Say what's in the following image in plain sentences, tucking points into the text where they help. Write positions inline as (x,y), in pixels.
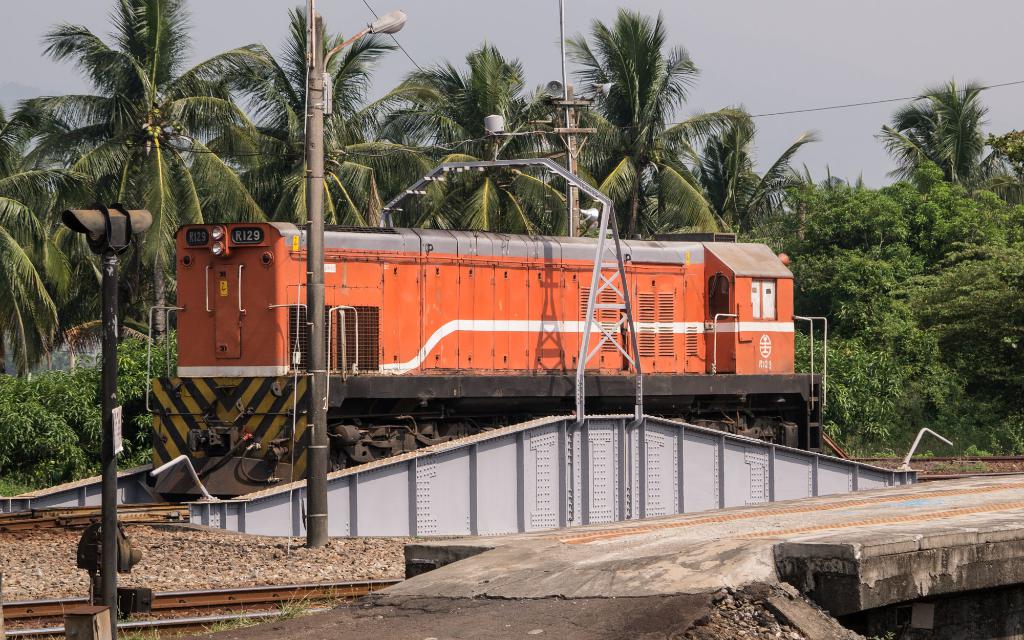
In this image I can see a railway engine (568,297) which is orange, grey and white in color on the railway track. I can see few metal poles (356,38), few wires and few trees (221,214). In the background (857,25) I can see the sky (771,71).
